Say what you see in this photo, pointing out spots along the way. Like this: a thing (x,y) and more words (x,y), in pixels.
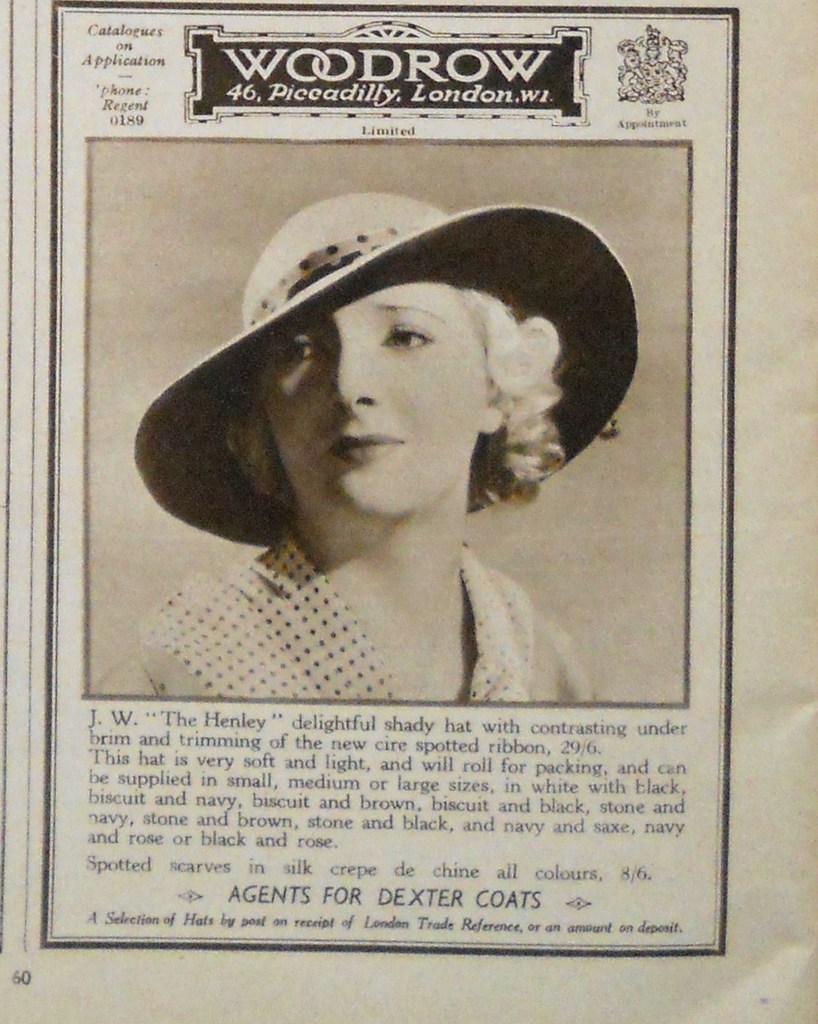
In this picture we can see a newspaper (406,770), in the newspaper (233,359) we can find a woman (419,477).
